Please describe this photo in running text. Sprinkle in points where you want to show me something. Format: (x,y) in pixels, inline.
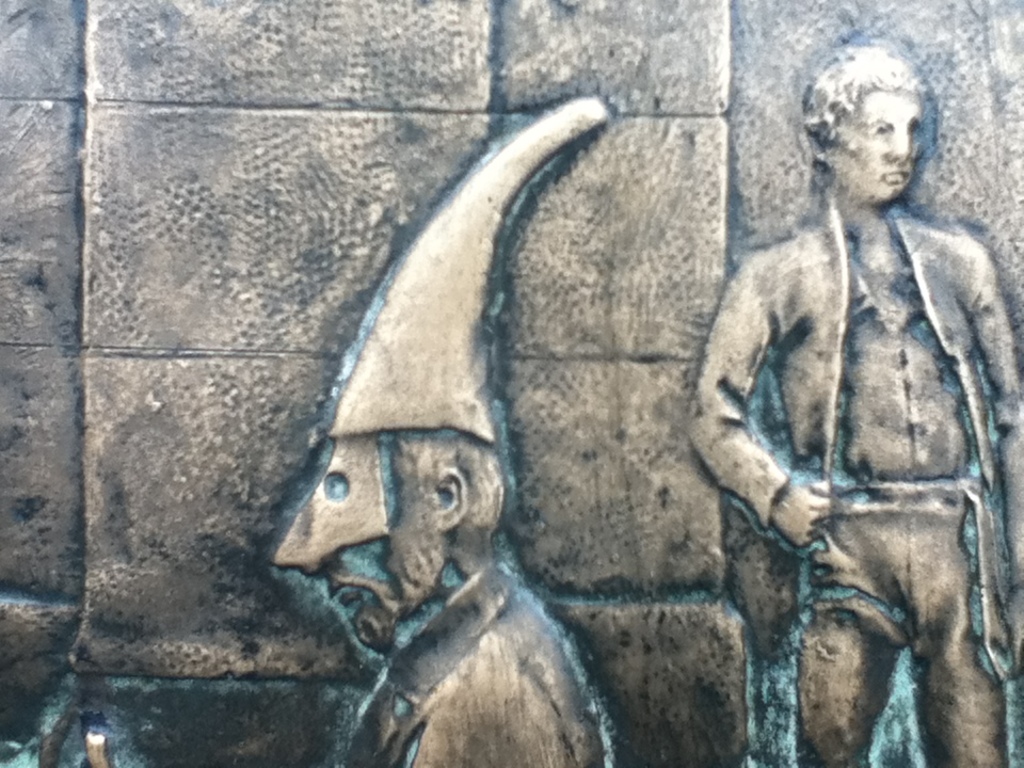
In the image we can see a sculpture (878,257) on the wall (127,206) of a person (870,352) standing and the person (807,457) is wearing clothes (869,398), this is a hat (402,335) and a wall (246,306).
